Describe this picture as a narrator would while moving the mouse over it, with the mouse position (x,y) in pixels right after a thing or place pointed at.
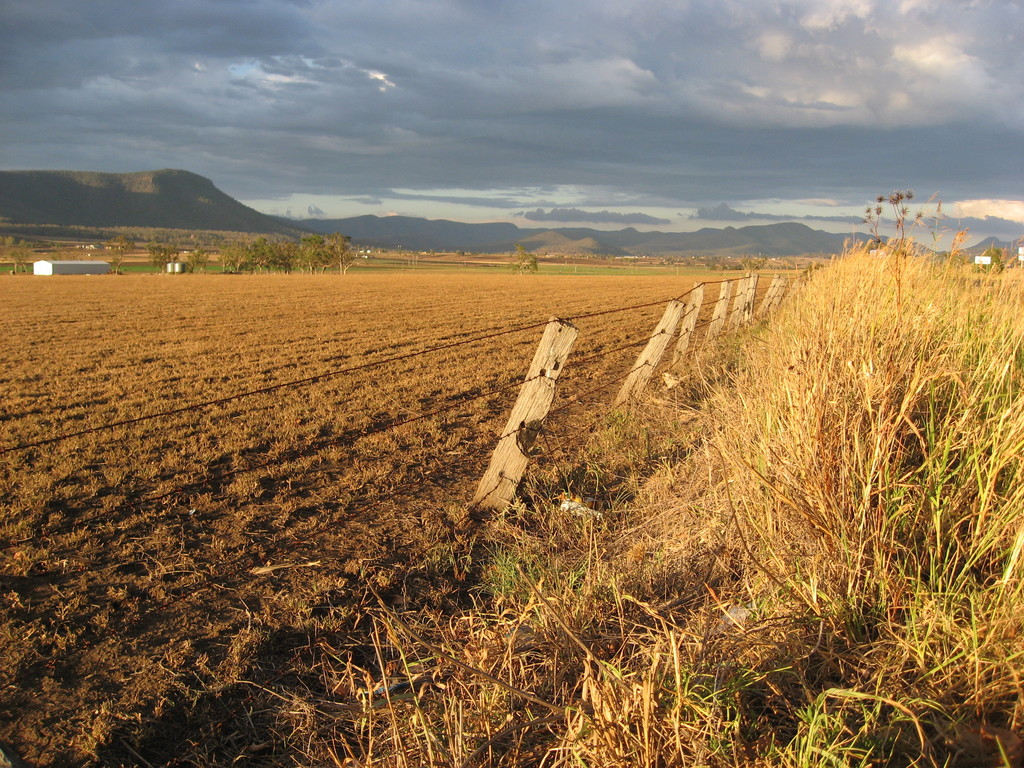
In this picture we can see grass (746,619) on the right side (774,625), there is a fencing (540,411) here, we can see the sky (542,120) at the top of the picture (568,59), we can see soil (177,573) here, there are some trees (329,251) here.
